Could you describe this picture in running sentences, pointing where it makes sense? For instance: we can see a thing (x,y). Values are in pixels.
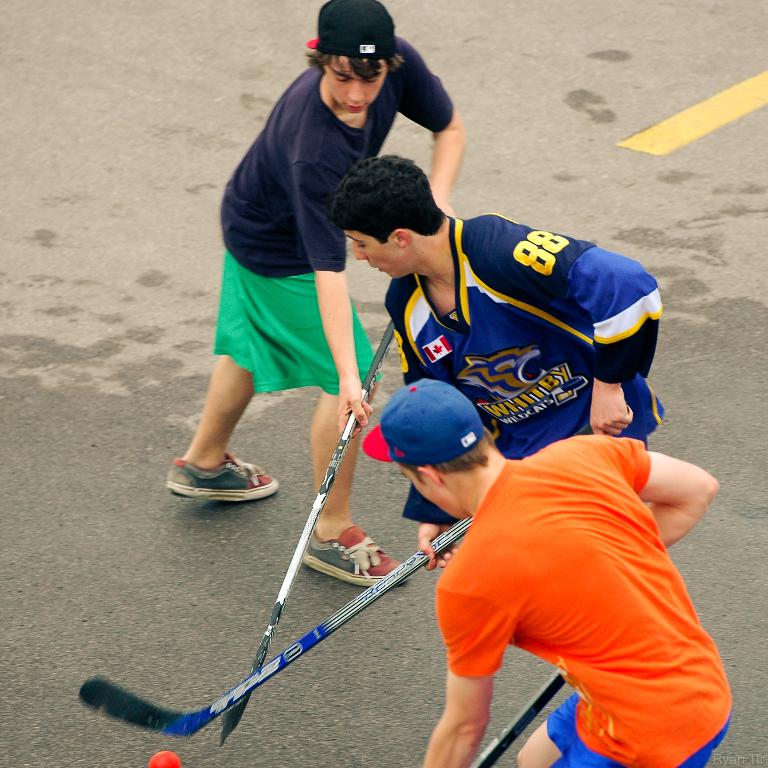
In this image I can see three men (339,328) are standing and I can see two of them are wearing caps (343,35). I can also see they all are holding sticks (338,447) and here I can see an orange ball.
